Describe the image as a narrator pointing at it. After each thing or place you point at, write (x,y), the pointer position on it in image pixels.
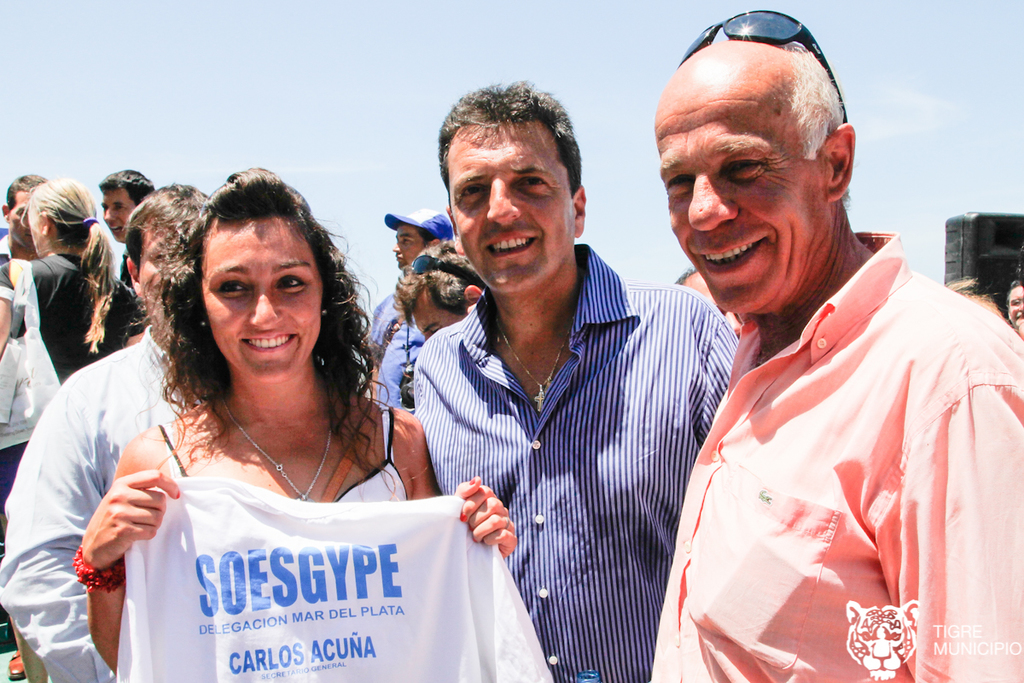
In this image we can see people (440,339) standing and smiling.
